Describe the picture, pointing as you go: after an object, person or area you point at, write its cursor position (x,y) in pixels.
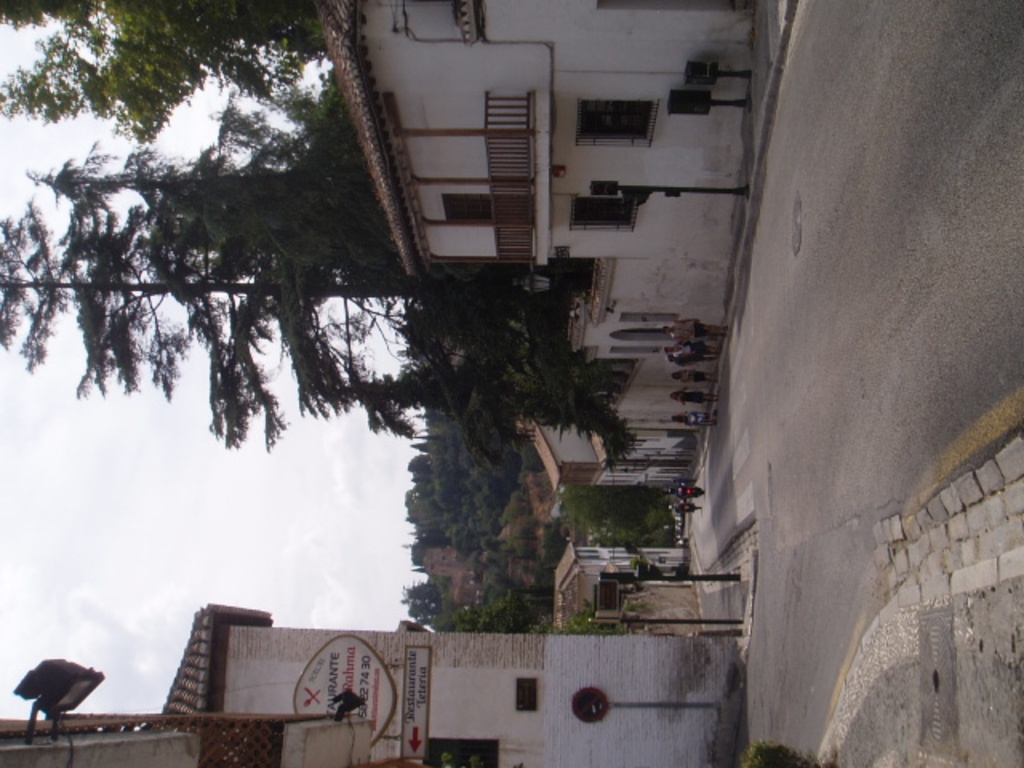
It is the vertical image in which we can see that there is a road (753,448) in the middle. On the road (766,440) there are two bikes (701,491). There are buildings (599,645) on either side of the road (720,440). There are few people (698,331) walking on the footpath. On the right side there are poles (710,575) on the footpath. There is a hoarding (376,700) attached to the building (398,703). In the background (439,461) there are trees (347,397). On the right side (711,187) there are few poles (720,103) on the footpath (760,76).
